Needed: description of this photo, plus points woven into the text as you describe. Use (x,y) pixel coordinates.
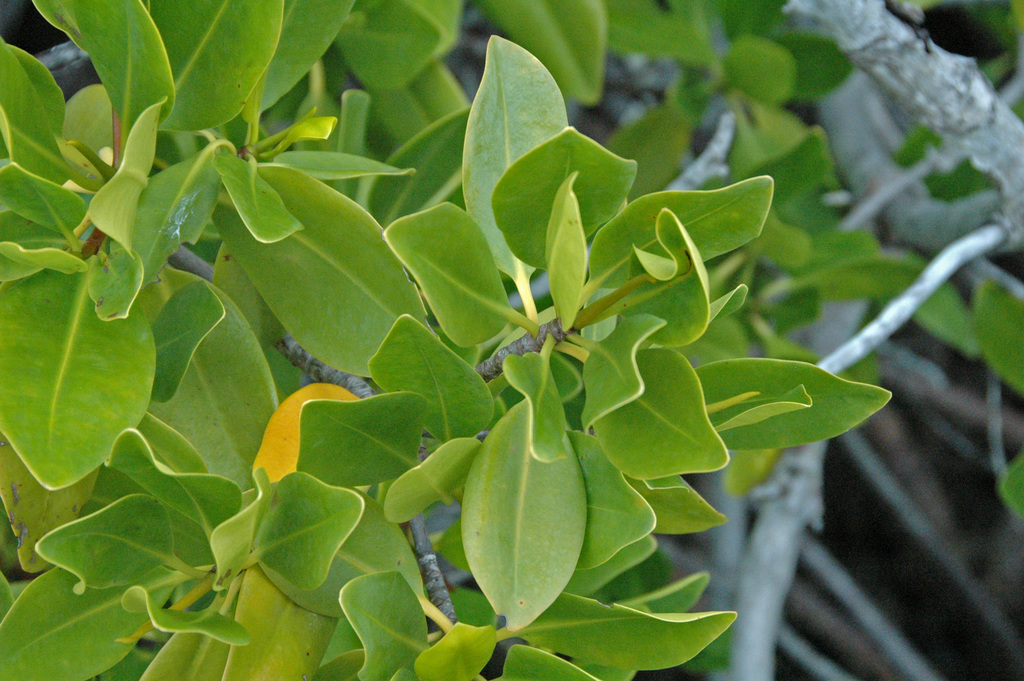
In this image I can see on the left side (104,224) there are green plants (396,261) in this image.
